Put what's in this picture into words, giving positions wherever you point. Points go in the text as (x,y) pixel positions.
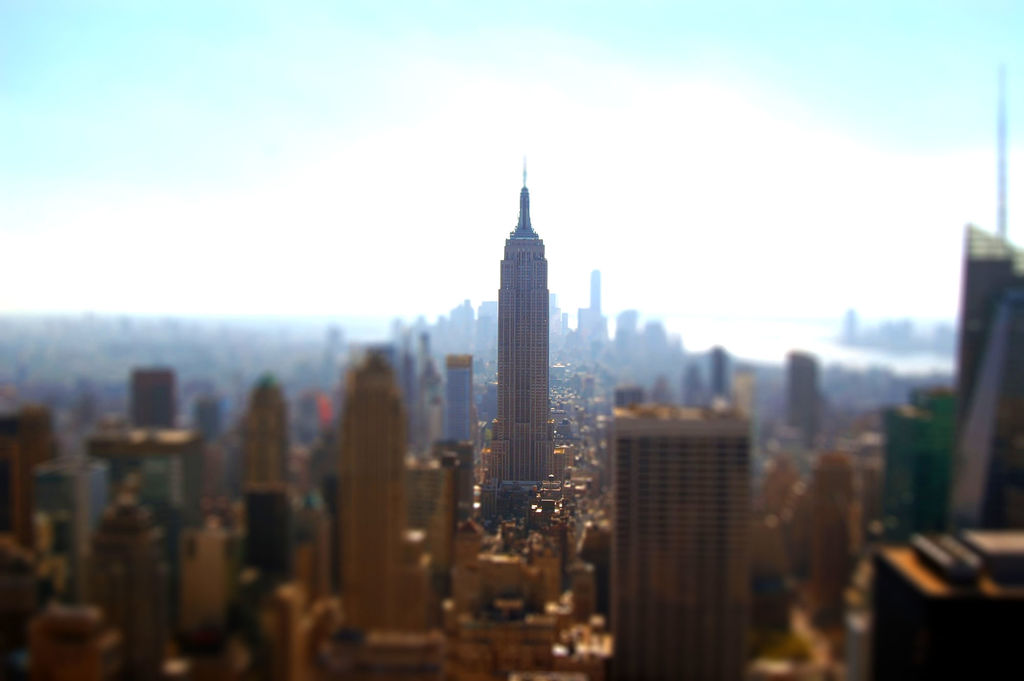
In the picture I can see buildings (501,444) and the sky (326,156). The background of the image (318,166) is blurred.
